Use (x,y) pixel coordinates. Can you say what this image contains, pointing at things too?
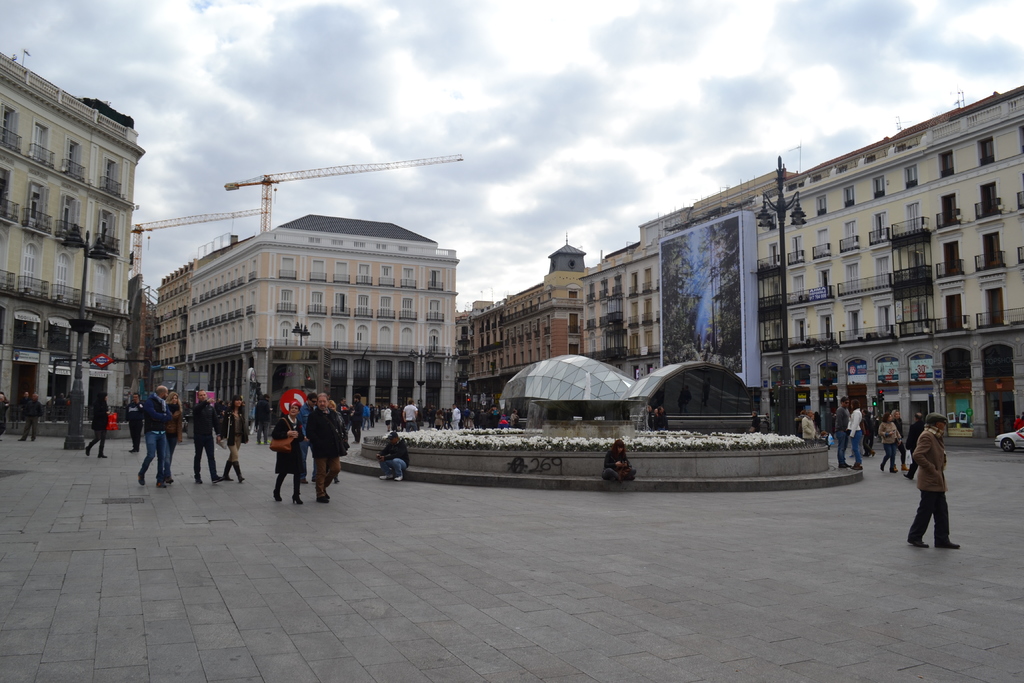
In this image we can see so many buildings (370,297), some antennas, some poles (880,415), so many lights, One big poster (716,329) attached to one building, one signal light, one sign board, some objects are on the surface (959,449), some banners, one car (1017,435) on the road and one fountain (586,476) with flowers (469,442). So many people (389,452) are there, some people (215,411) are sitting, standing, walking and some people (839,442) are holding some objects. At the top (211,66) there is the sky (674,84).
